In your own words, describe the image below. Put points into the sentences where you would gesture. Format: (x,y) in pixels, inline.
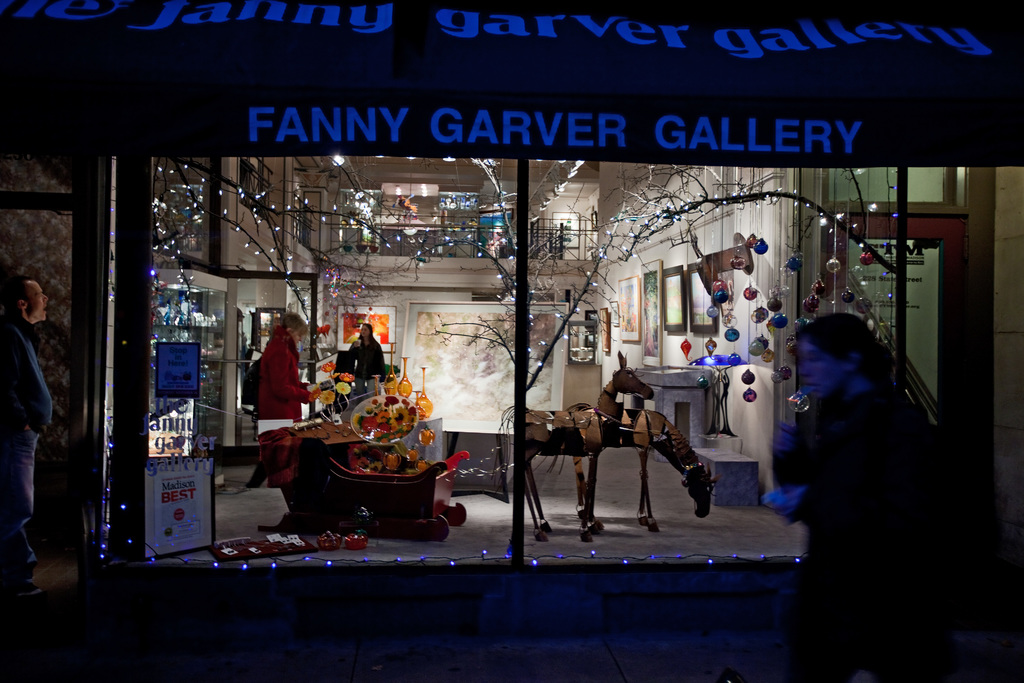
In the picture I can see framed glass wall (448,448), trees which are decorated with string lights (372,229) and some other objects (393,308). I can also see something written on a board (476,123).
